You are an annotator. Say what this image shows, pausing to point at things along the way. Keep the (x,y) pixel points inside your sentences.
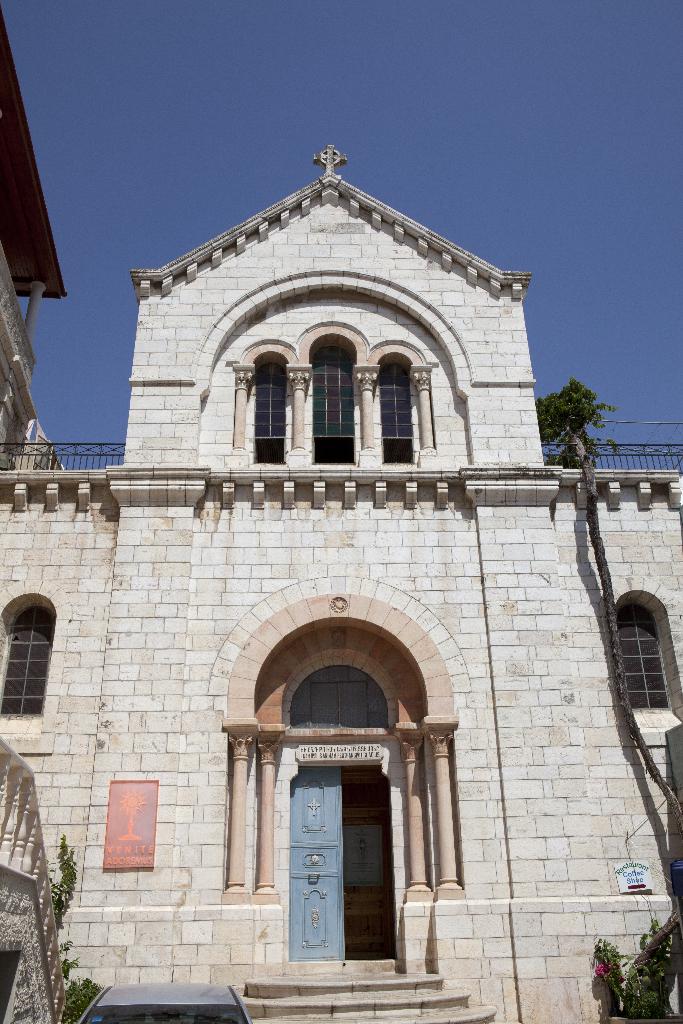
In this picture we can see a building (208,371) and we can see sky (55,438) in the background (343,60).
